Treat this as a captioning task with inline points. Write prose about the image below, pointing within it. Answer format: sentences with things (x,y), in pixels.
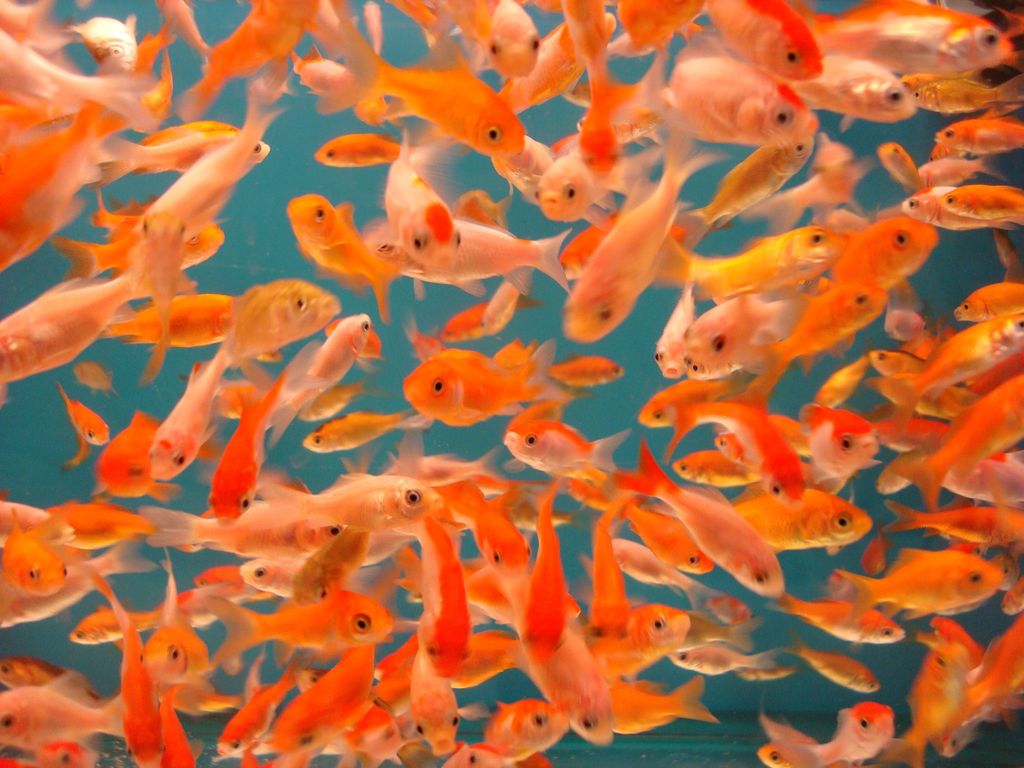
This is the picture of some water (842,553) in which there are some fishes (460,390) which are in orange color.
